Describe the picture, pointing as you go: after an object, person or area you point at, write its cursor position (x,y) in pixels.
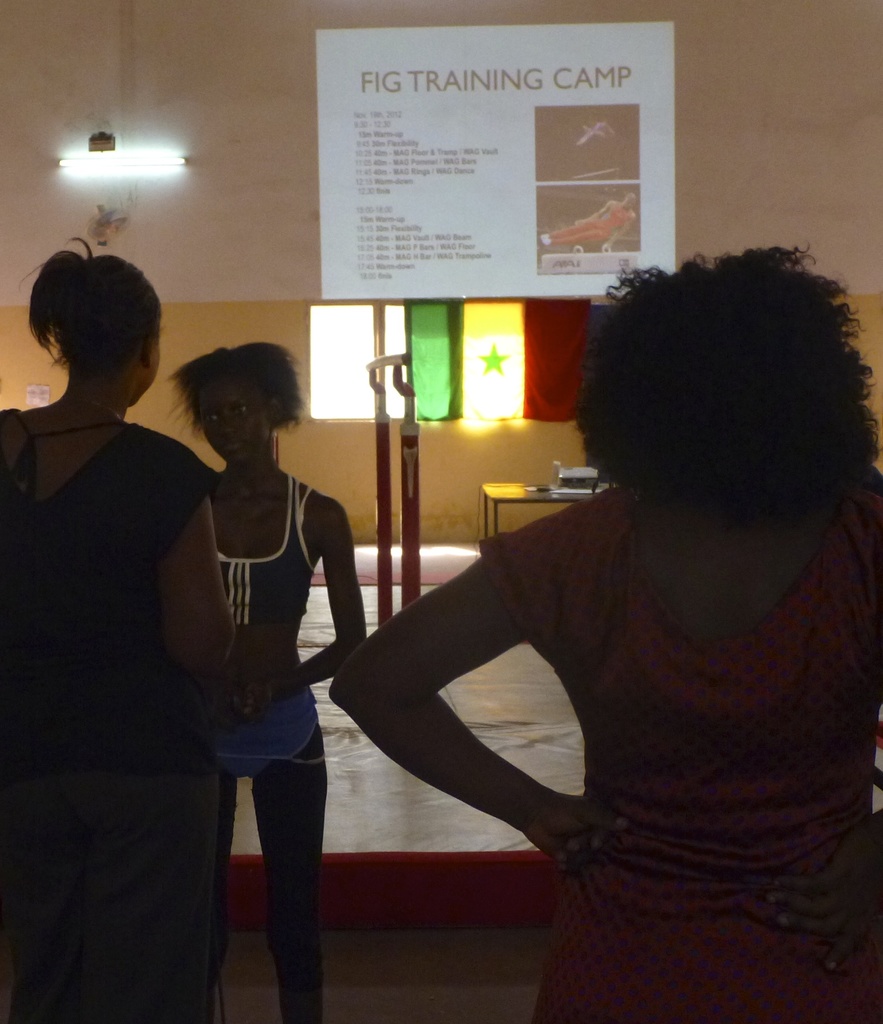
Here in this picture we can see a group of women (294,399) standing over a place and behind them we can see a table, on which we can see a projector (578,476) present and we can see something projected on the wall (590,50) and we can also see windows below that and we can see light (161,155) present on the wall (99,208).
